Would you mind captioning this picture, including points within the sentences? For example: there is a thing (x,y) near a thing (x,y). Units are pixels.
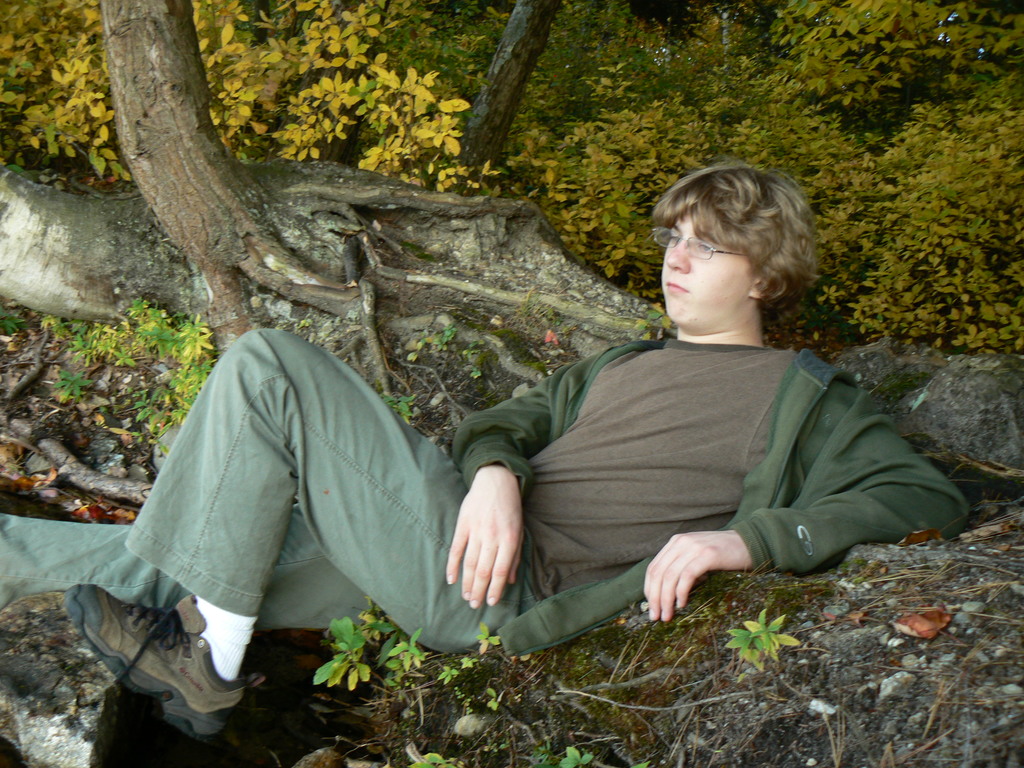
In this image we can see a person (622,408) wearing specs (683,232) is lying on the ground (726,602). In the background (344,131) there are trees (587,51).
